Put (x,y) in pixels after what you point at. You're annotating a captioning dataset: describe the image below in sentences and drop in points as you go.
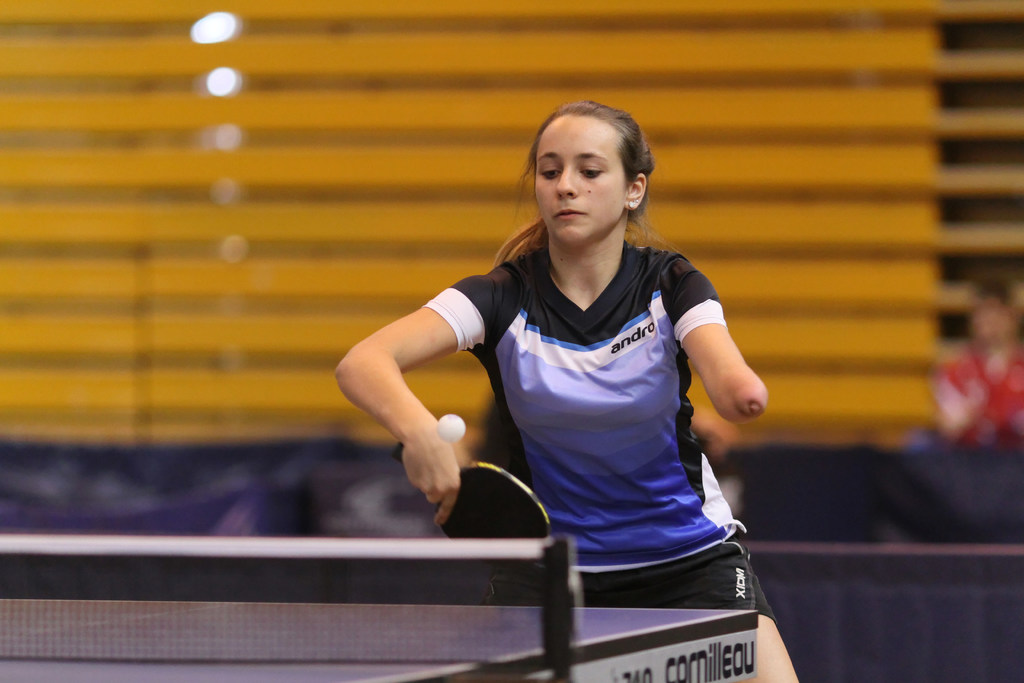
In this picture there is a woman (617,344) holding a bat (472,494) and a ball (452,432). There is a tennis table (318,609) and a light (210,85) at the background (206,38).
